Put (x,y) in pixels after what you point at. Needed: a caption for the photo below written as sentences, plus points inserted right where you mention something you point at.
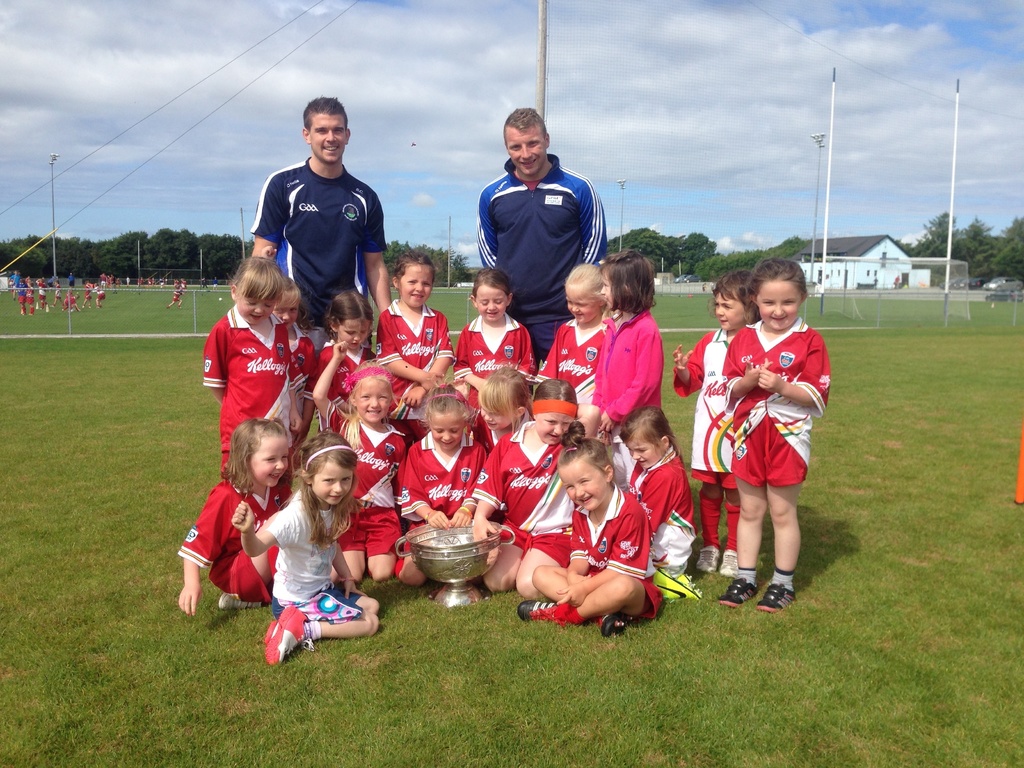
In this image I can see an open grass ground (910,409) and on it I can see number of children (408,318) and two men (321,270). I can also see most children (394,472) are wearing red colour dress (555,515). In the front of them I can see a silver colour trophy (423,563). In the background (958,113) I can see number of poles (813,246), a goal post (857,301), a building (879,276), few vehicles (1000,281), few more people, number of trees (39,256), clouds (20,40) and the sky (806,64).
